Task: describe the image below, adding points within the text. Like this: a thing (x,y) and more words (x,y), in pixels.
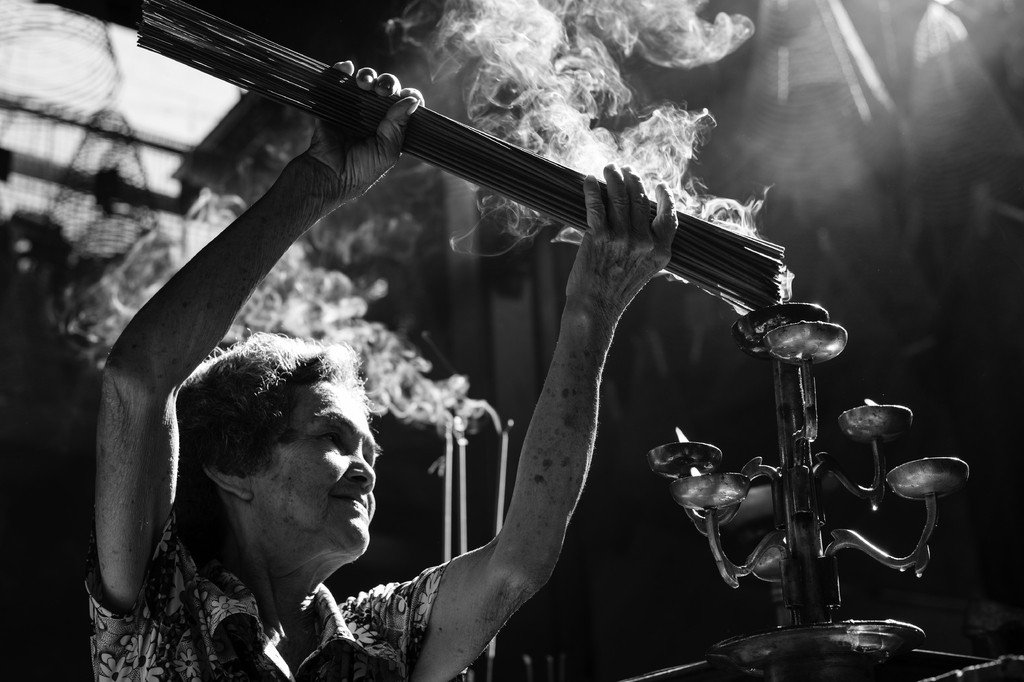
In the image we can see black and white picture of a woman (324,506) wearing clothes (394,599) and holding sticks (500,194). Here we can see flame (694,472), smoke (680,167), metal object (776,479) and the background (919,252) is dark.
